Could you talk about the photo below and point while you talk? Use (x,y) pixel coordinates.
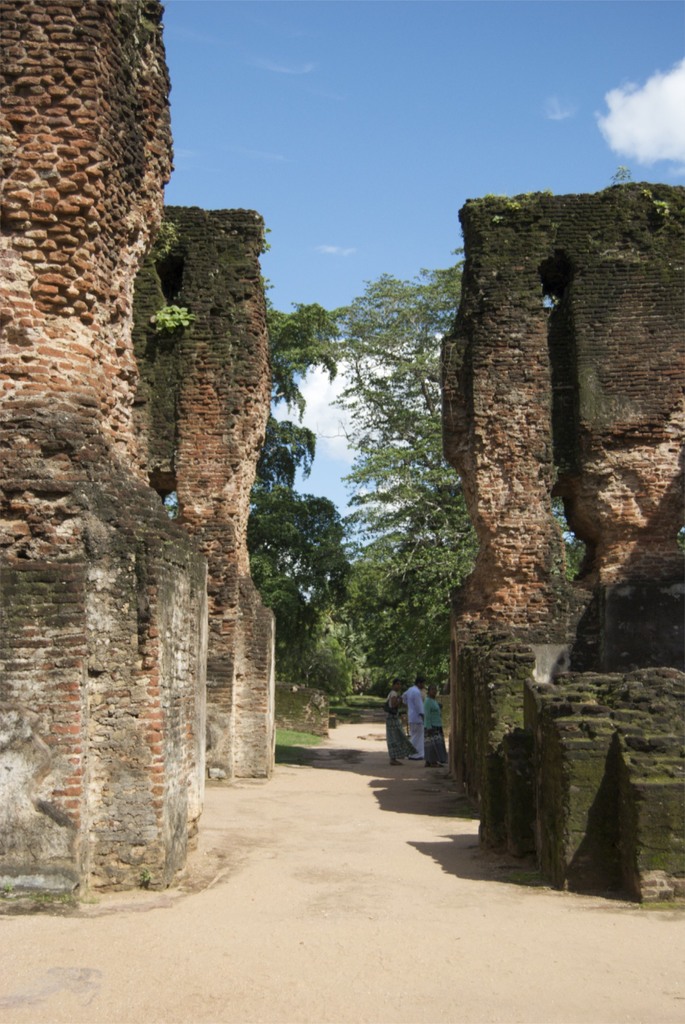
On the left (173,379) and right side (594,756) we can see collapsed buildings (163,560) and in the middle (393,680) there are few persons (397,743) standing on the ground (364,1011). In the background (291,150) there are trees (463,485) and clouds (675,98) in the sky (376,111).
